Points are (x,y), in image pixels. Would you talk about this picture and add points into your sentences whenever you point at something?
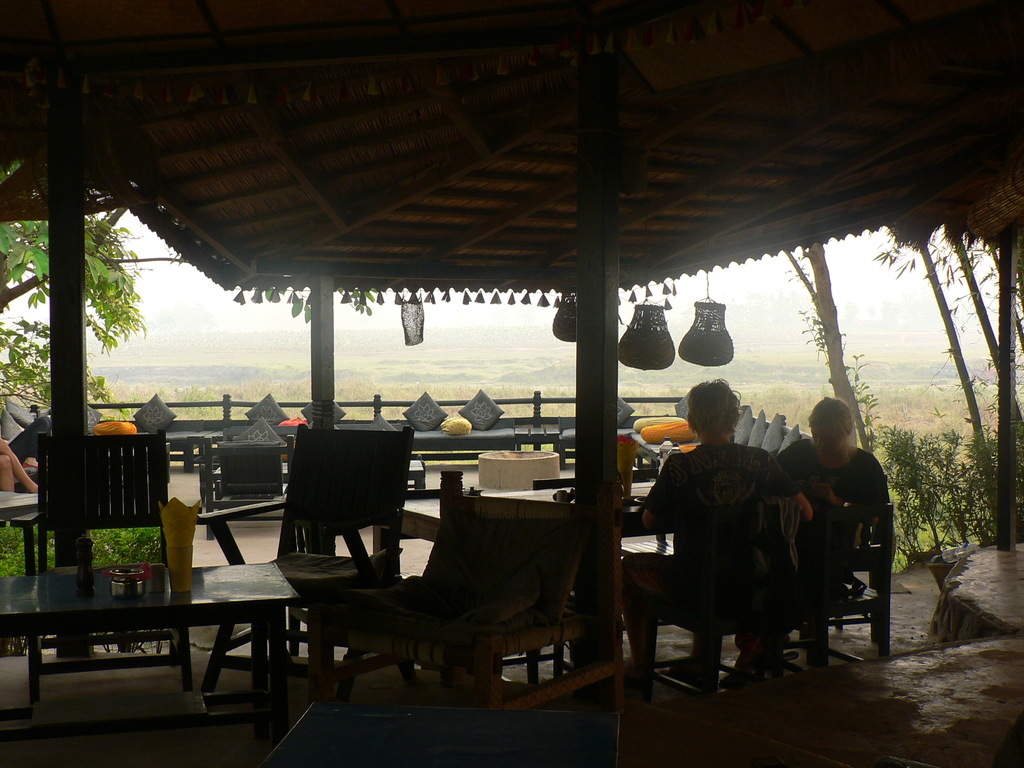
This image consists of table (45,630), chair (489,664), cushions (123,432). On the tables (242,574) there are tissues (176,532) and bowls (125,577). There are two person (742,495) sitting on chair (756,531). There are trees (48,229) on right side (901,306) and left side (40,257). There are lights (415,327) on the top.
